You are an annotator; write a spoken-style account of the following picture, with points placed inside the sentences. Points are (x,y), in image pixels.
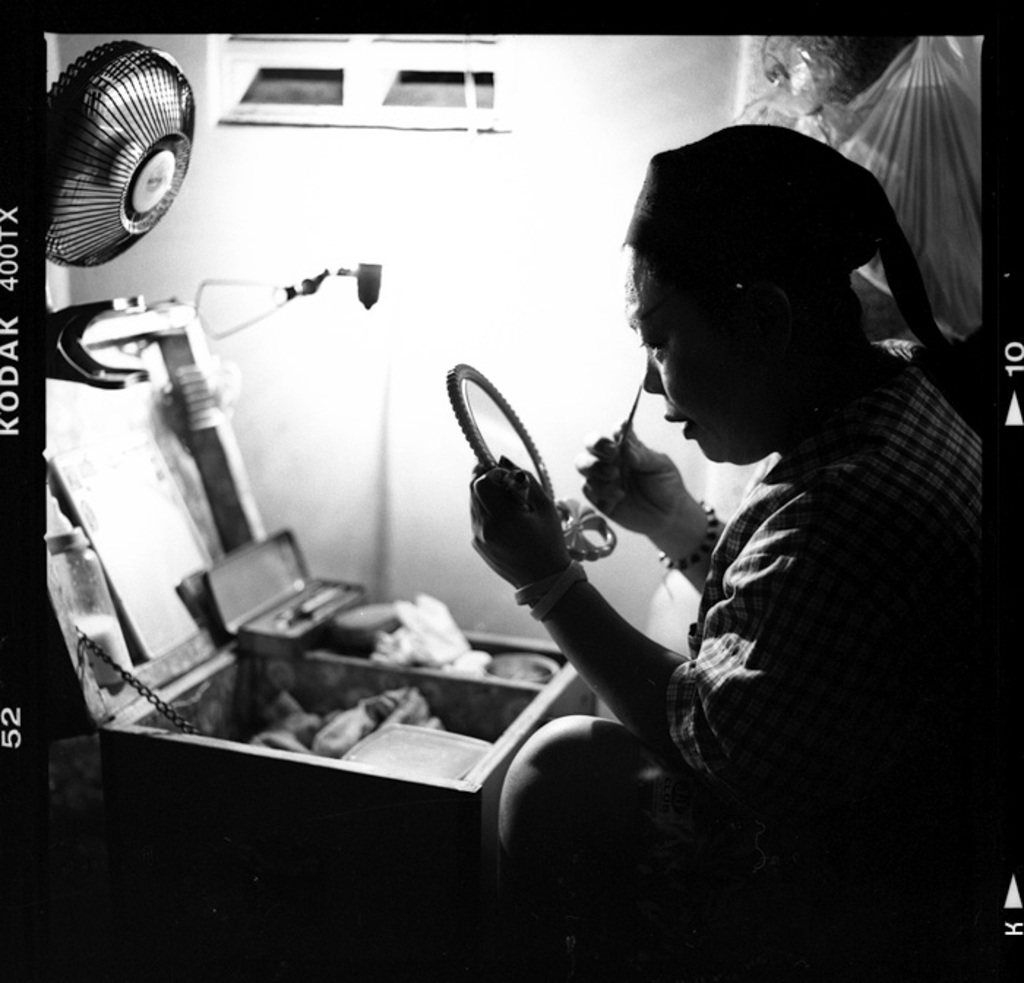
In this picture I can see a person (774,555) is holding some object (527,432) in the hands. I can see table fan (126,181), a box (258,664) which has some objects (403,712) in it. I can also see a wall (550,173). This picture is black and white in color.
